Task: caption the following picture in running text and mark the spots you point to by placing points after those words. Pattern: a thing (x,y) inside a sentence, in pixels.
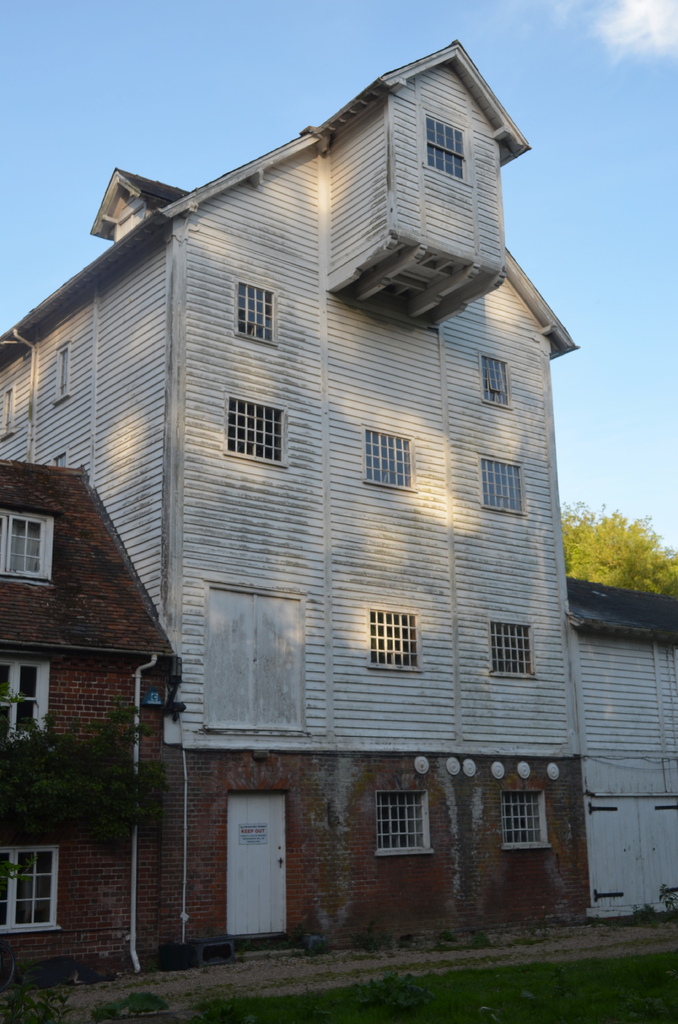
As we can see in the image there are buildings (336,514), windows (366,475), door (239,614) and a tree (581,503). On the top (290,65) there is a sky (259,101).
